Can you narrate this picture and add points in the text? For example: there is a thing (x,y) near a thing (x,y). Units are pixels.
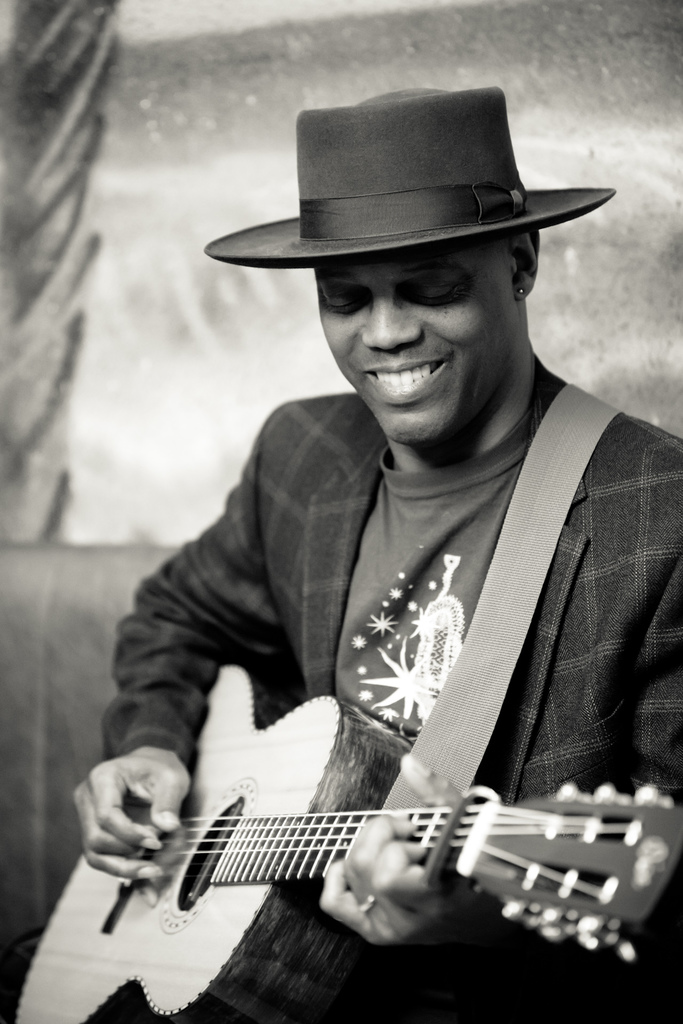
This is a black and white picture. There is a man (586,616) wearing a suit (613,639) and hat (404,221). He is Holding and playing guitar (280,832).
